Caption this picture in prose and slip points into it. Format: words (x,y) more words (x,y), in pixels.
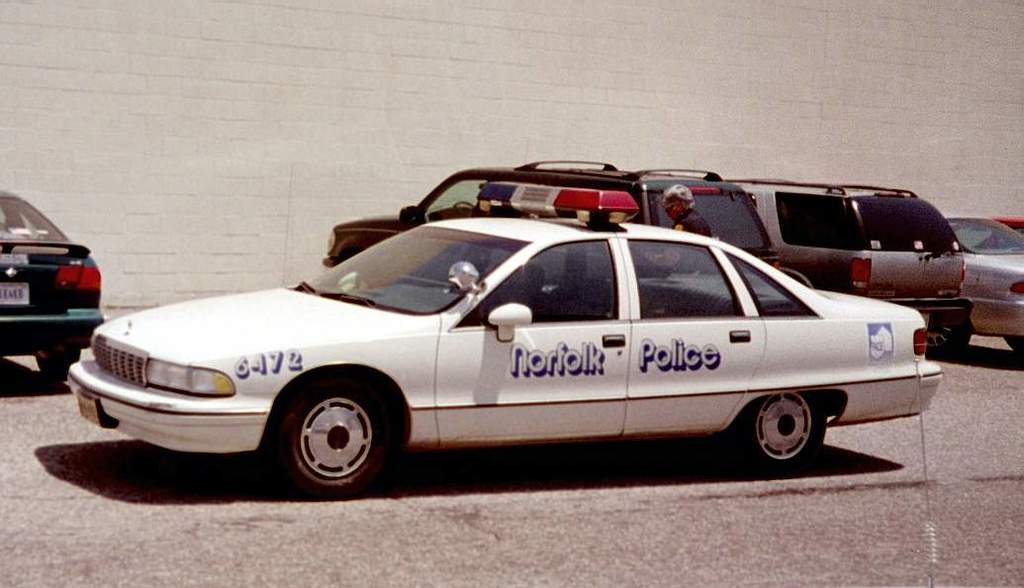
In this picture we can see vehicles (228,384) and a person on the road (710,580) and in the background (710,36) we can see the wall (655,89).
